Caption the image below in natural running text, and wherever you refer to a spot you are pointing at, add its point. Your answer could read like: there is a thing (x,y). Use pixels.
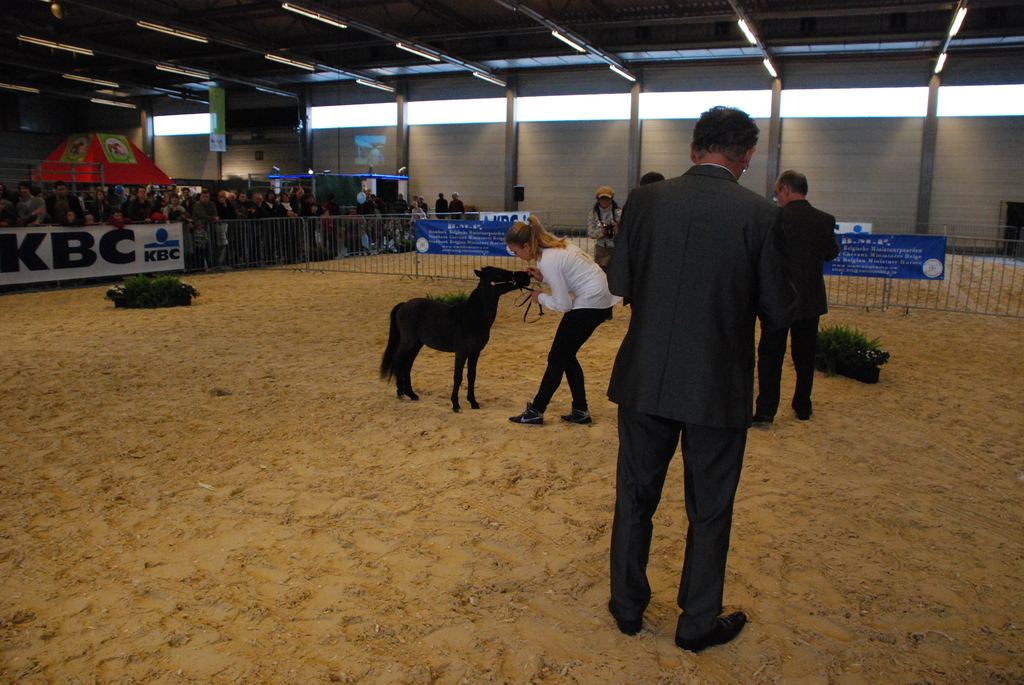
In the image we can see there are many people (256,199) standing, wearing clothes (59,196) and some of them are wearing shoes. We can even see an animal (427,328), black in color. Here we can see the plant pots (836,368), sand (889,362) and the fence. Here we can see the poster (100,250) and text (78,256) on the poster (64,251). Here we can see the lights (200,37) and the windows (437,103).
